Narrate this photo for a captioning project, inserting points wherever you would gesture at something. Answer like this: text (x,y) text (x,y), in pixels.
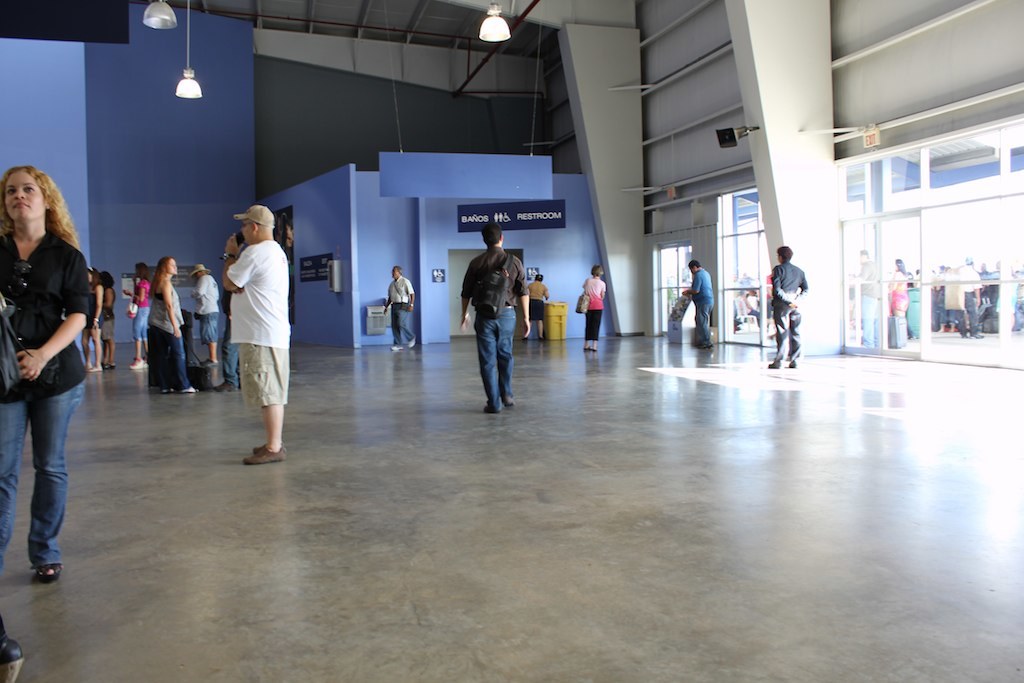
There are many people (407,288). In the back (417,214) there is a room (399,231). Near to that there is a dustbin (546,317). On the ceiling (459,26) there are lights (167,26).
